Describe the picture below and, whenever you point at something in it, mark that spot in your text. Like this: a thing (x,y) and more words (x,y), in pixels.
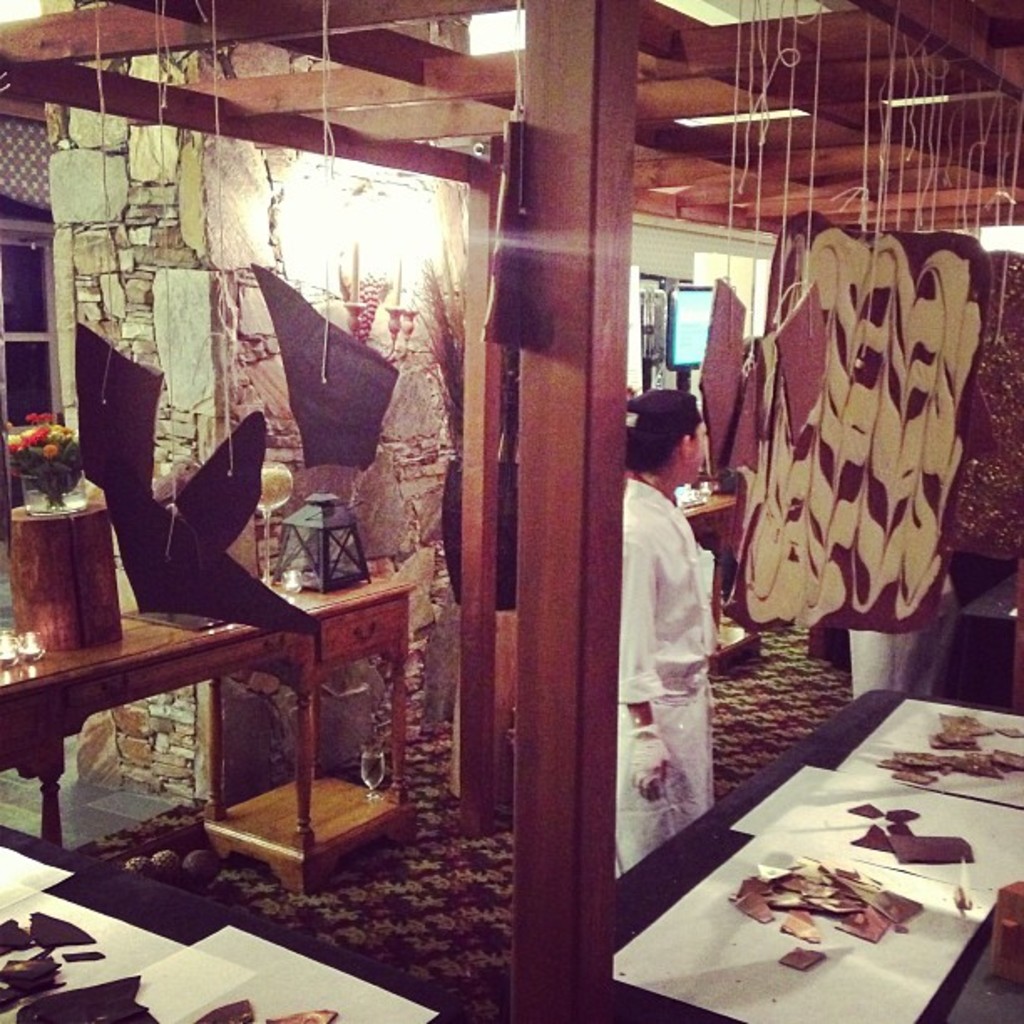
In the foreground of this image (571,230), in the middle (533,499), there is a pole (572,677) and a board (508,184) to it. On either side on the bottom (336,1018), there are few objects (848,921) on the white surface (693,957) which is placed on the tables (706,860). On the top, there are few boards (720,348) hanging. In the background (187,254), there is a stone wall (100,499), a wooden (57,584), plant (67,472) and few objects (182,626) on the table (151,636) and also a woman (668,660) standing on the floor (483,888).
